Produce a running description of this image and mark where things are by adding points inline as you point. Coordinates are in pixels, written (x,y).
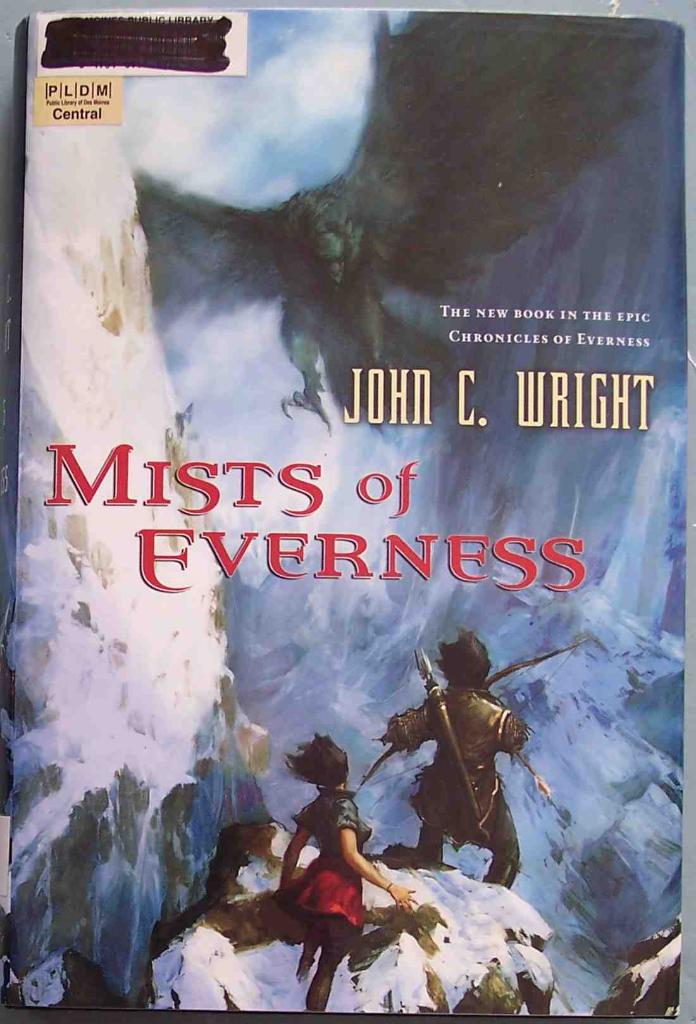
In this image I can see a book (486,613). And on the cover page (576,668) of the book (482,428) there are animated pictures (467,594) and some text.
